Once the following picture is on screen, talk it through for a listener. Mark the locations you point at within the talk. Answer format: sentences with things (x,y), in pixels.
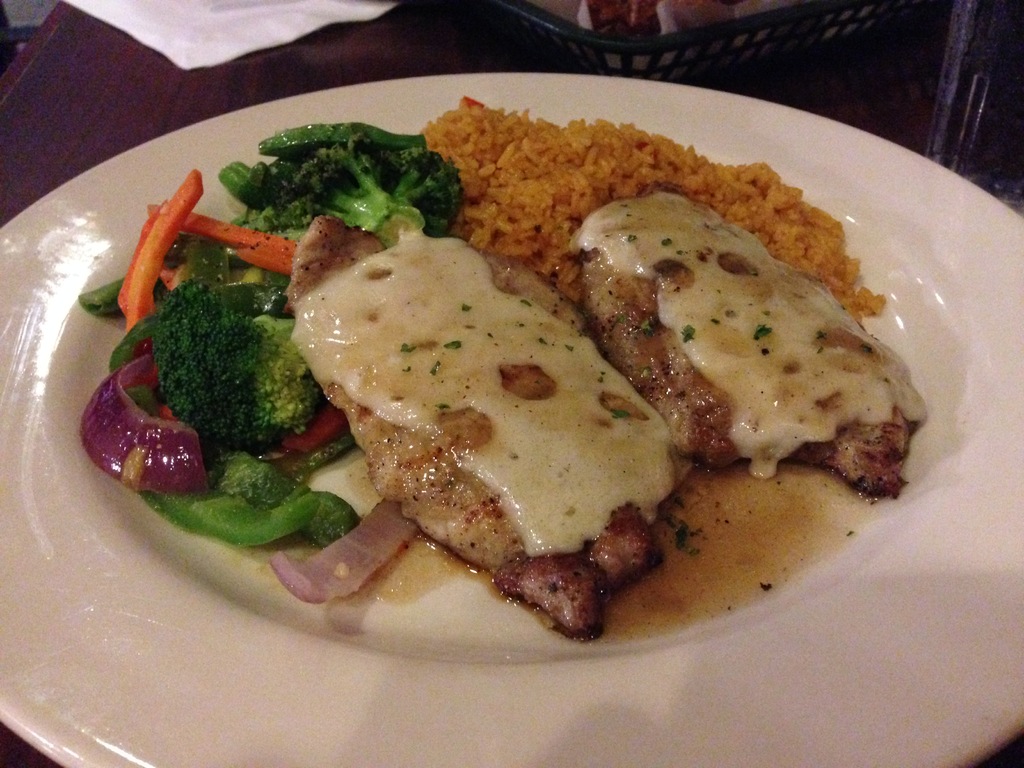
In this image I can see the food (522,478) in the white color plate (503,728). I can see few objects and the plate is on the brown color surface (159,108).
